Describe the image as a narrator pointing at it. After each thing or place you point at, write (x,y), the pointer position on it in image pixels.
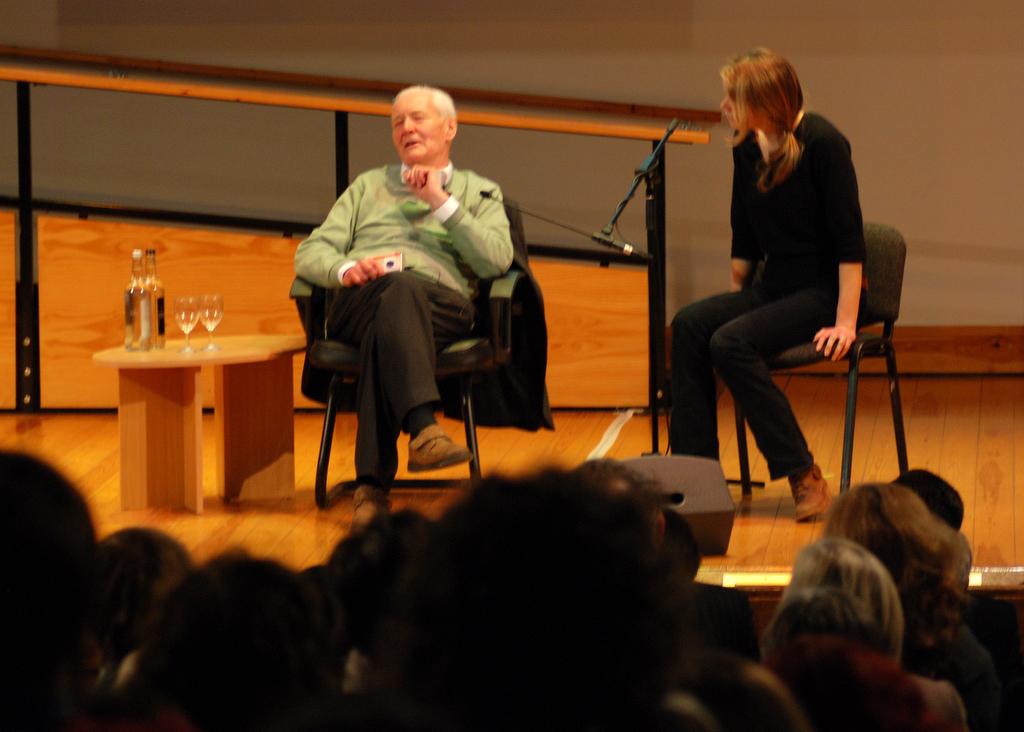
This is the picture of a room (533,272). In this image there is a man (408,240) sitting and talking and there is a woman (756,389) sitting and there is microphone (656,416) on the stage (249,511). There are two bottles (146,264) and two glasses (221,302) on the table (256,405) and at the back (632,100) there is a screen (702,91). In the foreground (840,686) there are group of people (498,644). There is a speaker (703,529) on the stage (751,557).
